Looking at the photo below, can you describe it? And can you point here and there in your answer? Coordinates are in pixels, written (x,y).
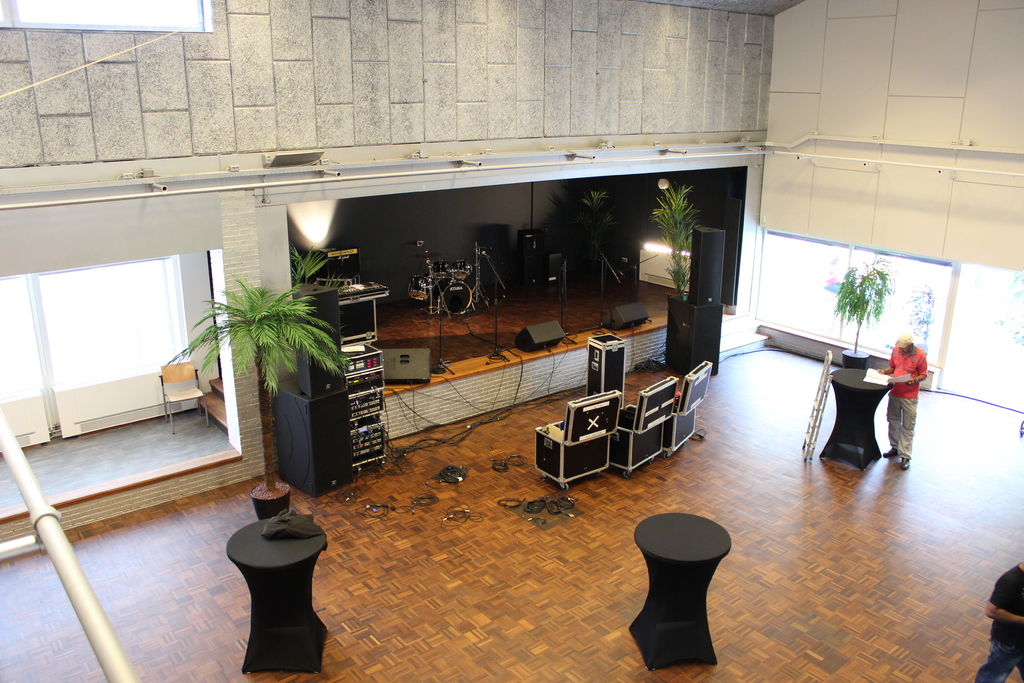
This is an inside view picture of a building (970,23). We can see musical instruments (459,264), speakers (720,243) and few objects (441,305) on a platform (474,314). In this picture we can see plants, few objects (618,389), floor (830,532), ladder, tables (701,533), pots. We can see a person (905,346) is standing near a table (861,409) and he is holding a paper (896,379). On the table (859,390) we can see a paper (872,373). We can see a chair (168,376), glass walls (132,316). On the right side of the picture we can see the partial part of a person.
